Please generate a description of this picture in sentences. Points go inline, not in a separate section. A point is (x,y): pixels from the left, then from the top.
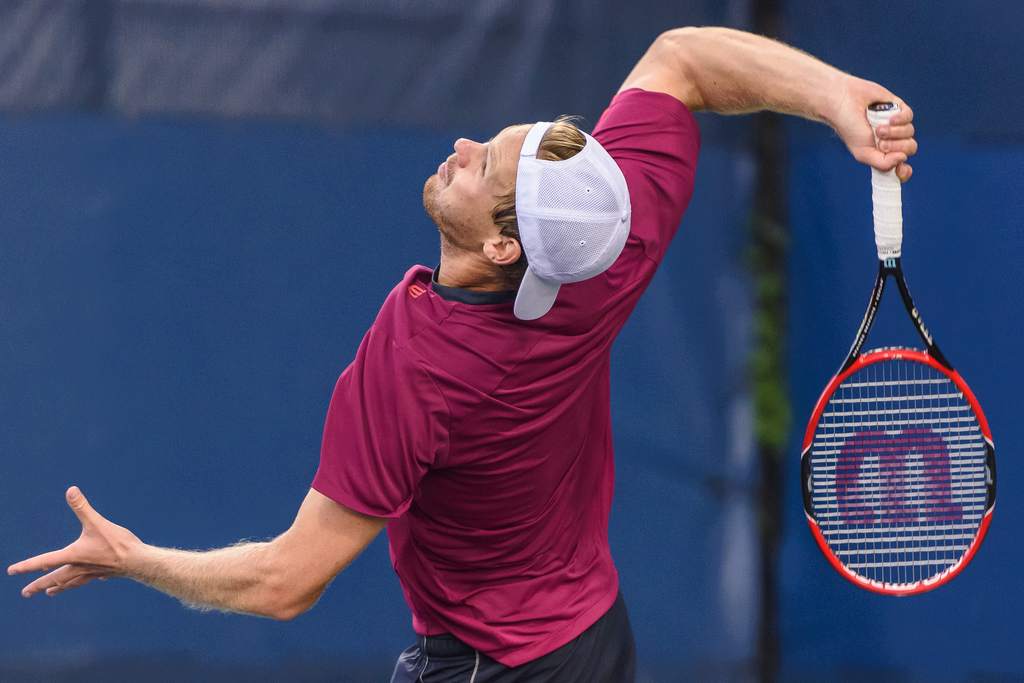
In this picture we can see a man (433,282) wore a cap (546,287) and holding a tennis racket (899,540) with his hand (873,155) and in the background (160,168) we can see clothes (209,164).
